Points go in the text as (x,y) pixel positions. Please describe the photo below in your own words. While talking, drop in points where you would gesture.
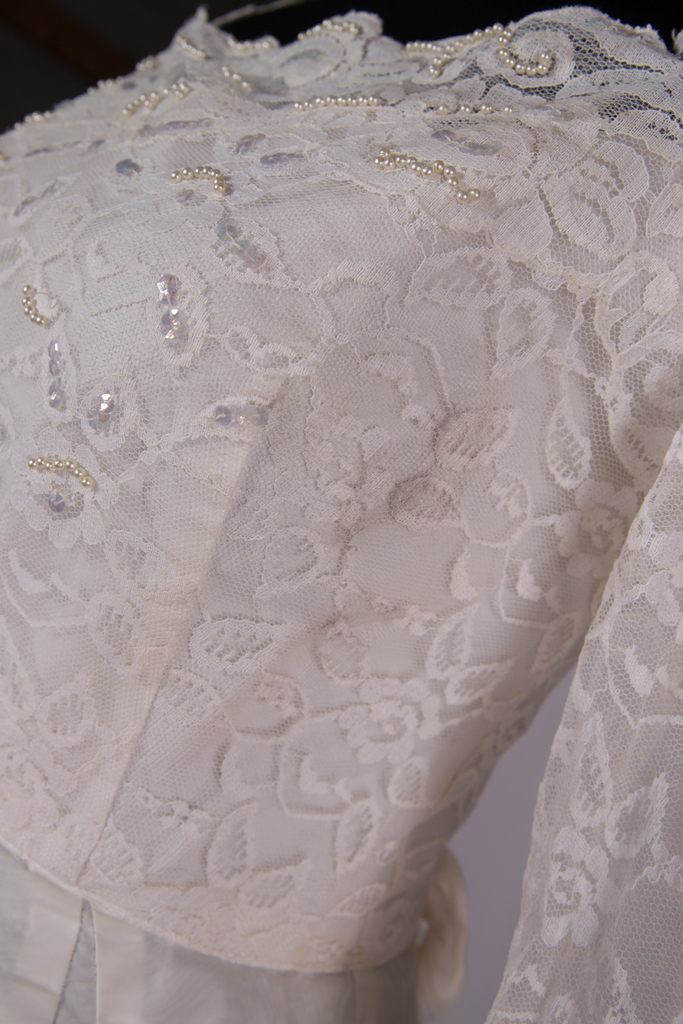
In this image I can see a white colour dress (389,212).
